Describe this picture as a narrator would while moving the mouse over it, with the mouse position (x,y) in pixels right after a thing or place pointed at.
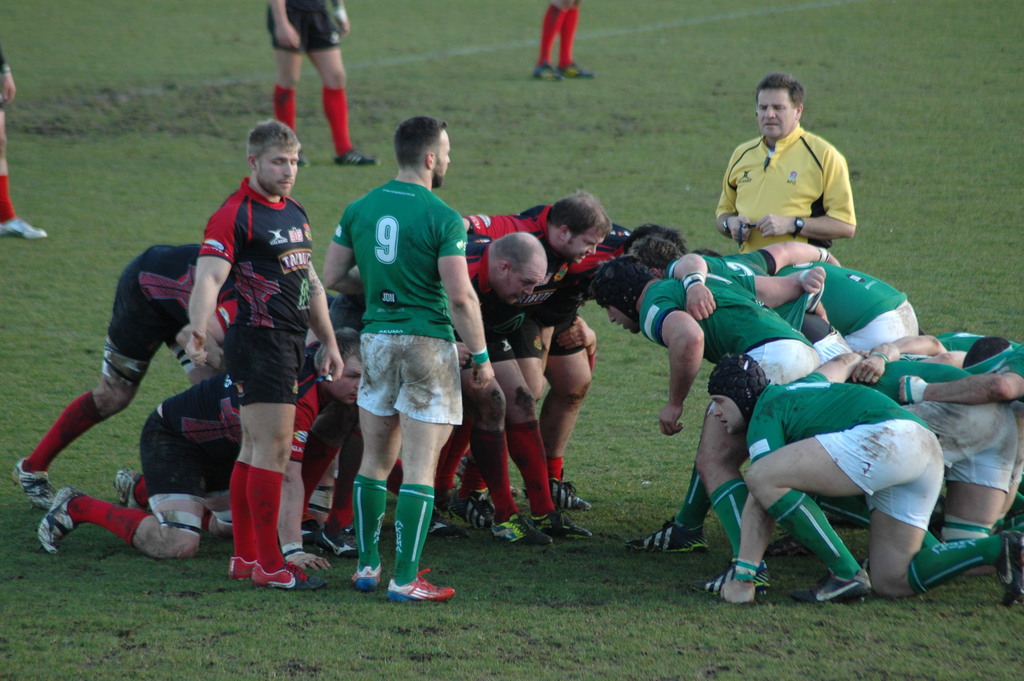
In this image I can see group of people (424,352) in the ground (624,436). They are wearing green, white, black and red color dress (418,276). One person (765,171) is wearing yellow and black dress (781,189).
